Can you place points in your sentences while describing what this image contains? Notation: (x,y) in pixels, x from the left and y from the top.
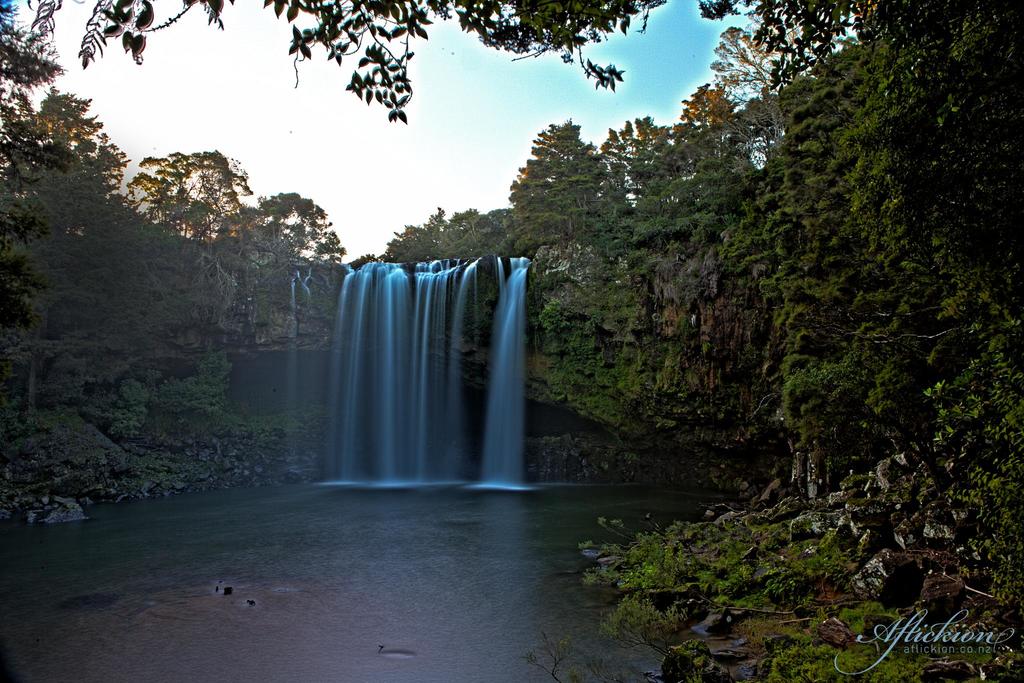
On the left side (244,582), there is water (436,566). On the right side (952,340), there are trees (802,407). On the bottom right (868,642), there is a watermark (917,648). In the background (559,370), there are trees (440,243), a waterfall (351,321), plants (797,434) and there are clouds (438,151) in the sky (432,100).
